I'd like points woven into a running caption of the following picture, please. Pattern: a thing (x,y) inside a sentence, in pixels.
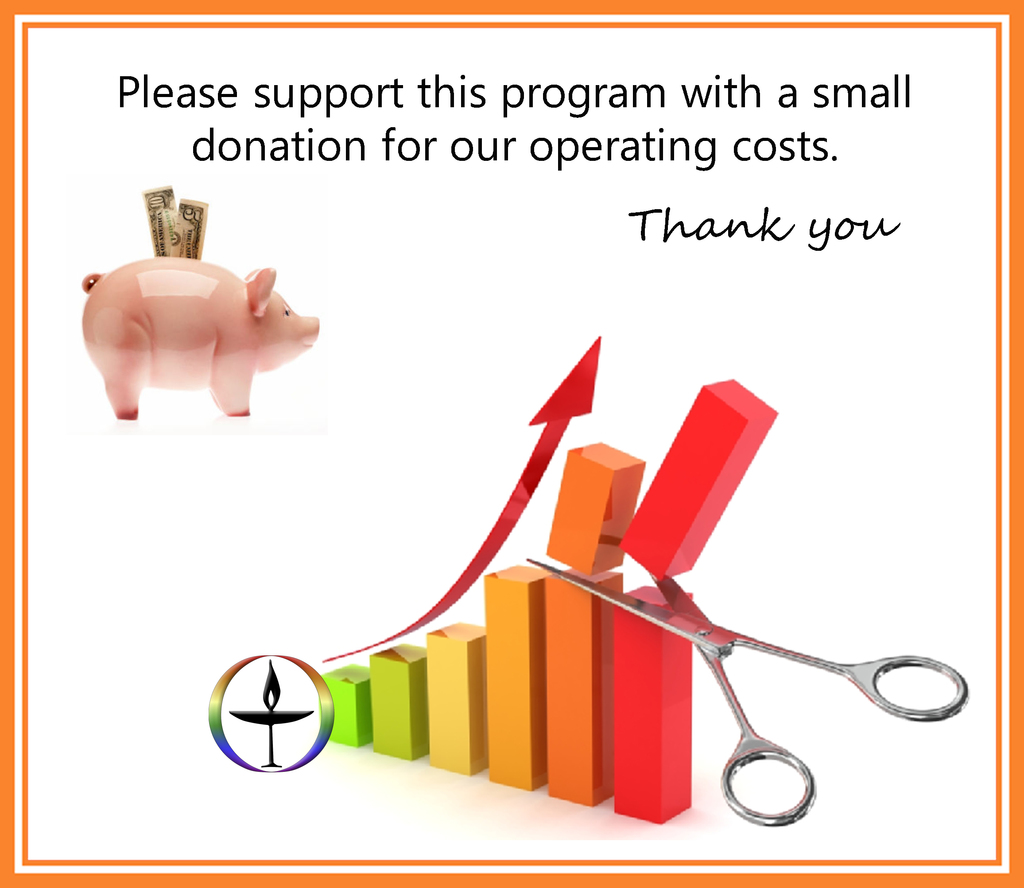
In this image I can see a poster (679,342) in which I can see scissors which are silver in color, few rectangular blocks (582,642) which are green, yellow, orange and red in color, a piggy bank (201,309) which is pink in color and few banknotes (165,228).
